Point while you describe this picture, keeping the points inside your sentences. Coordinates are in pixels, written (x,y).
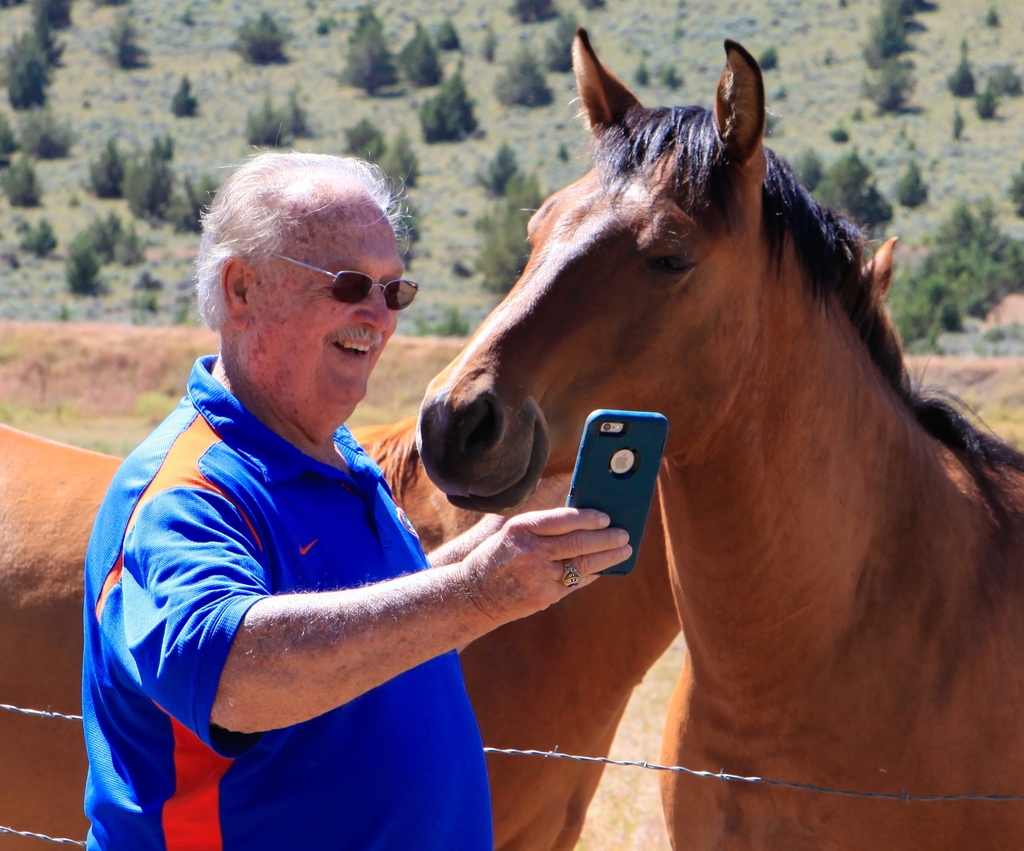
This is a picture taken in the outdoors. The man (262,562) in blue t shirt (241,597) was holding a mobile (597,492). Behind the man (331,531) there are two horses (761,476), trees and a path (35,351).
